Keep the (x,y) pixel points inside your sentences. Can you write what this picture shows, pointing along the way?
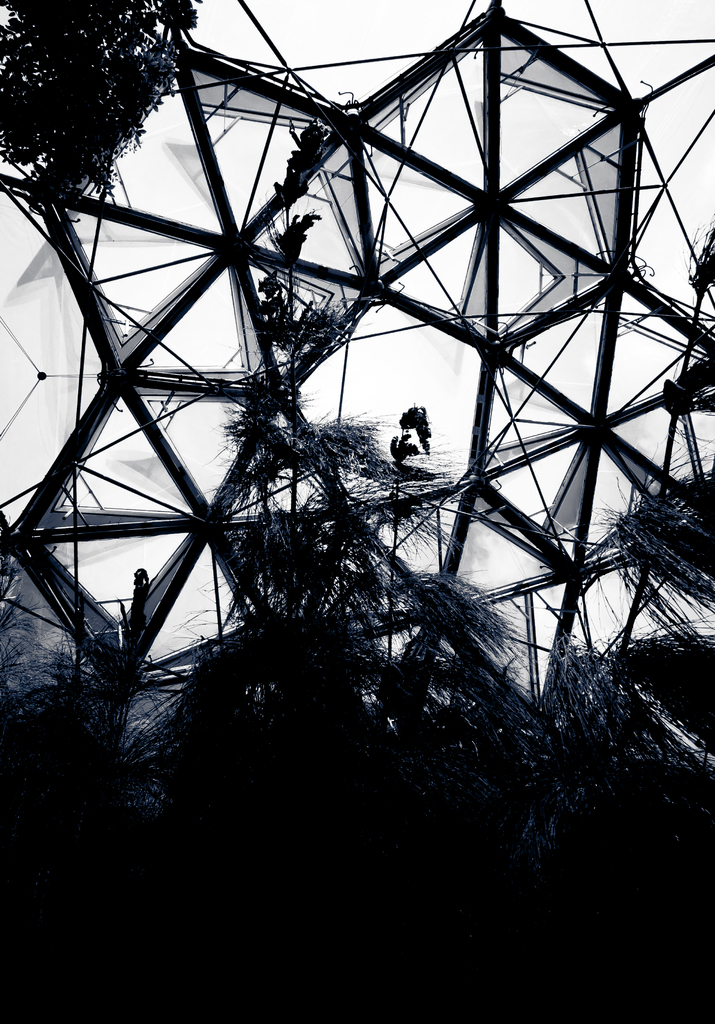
Here in this picture we can see trees (74,93) and plants (686,742) present over a place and we can also see a building structure (303,310) present over there.
